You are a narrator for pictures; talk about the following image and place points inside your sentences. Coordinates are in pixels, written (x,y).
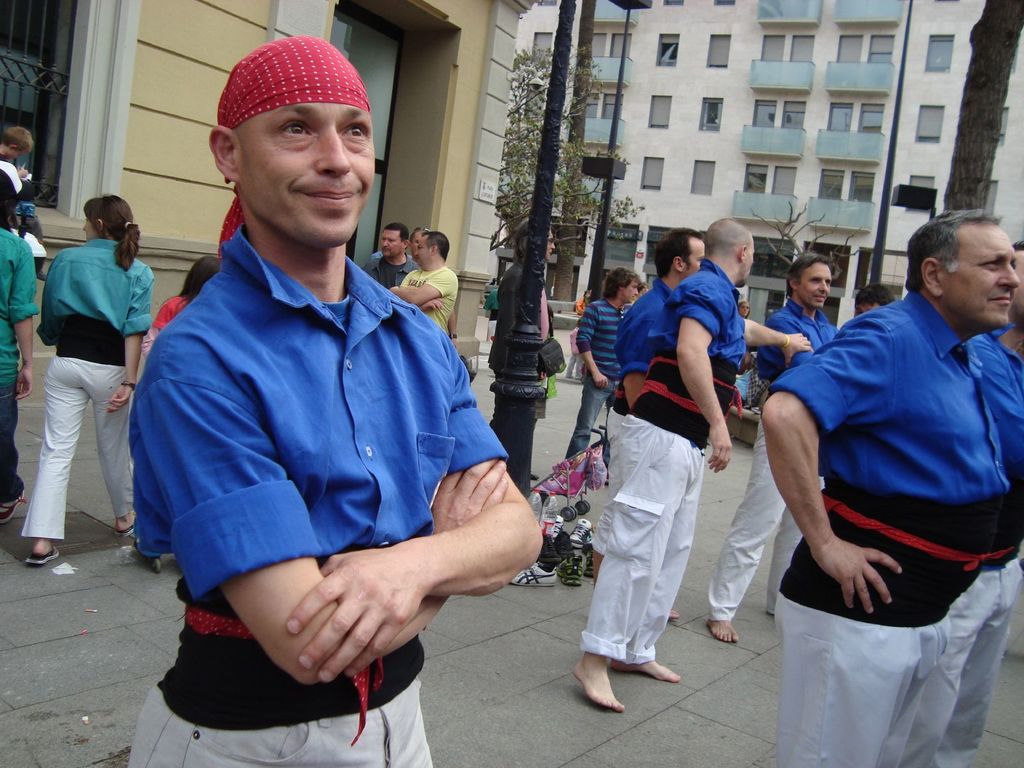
In this picture we can see a group of people (305,373) on the ground (537,472) and in the background (658,46) we can see buildings (716,167).
